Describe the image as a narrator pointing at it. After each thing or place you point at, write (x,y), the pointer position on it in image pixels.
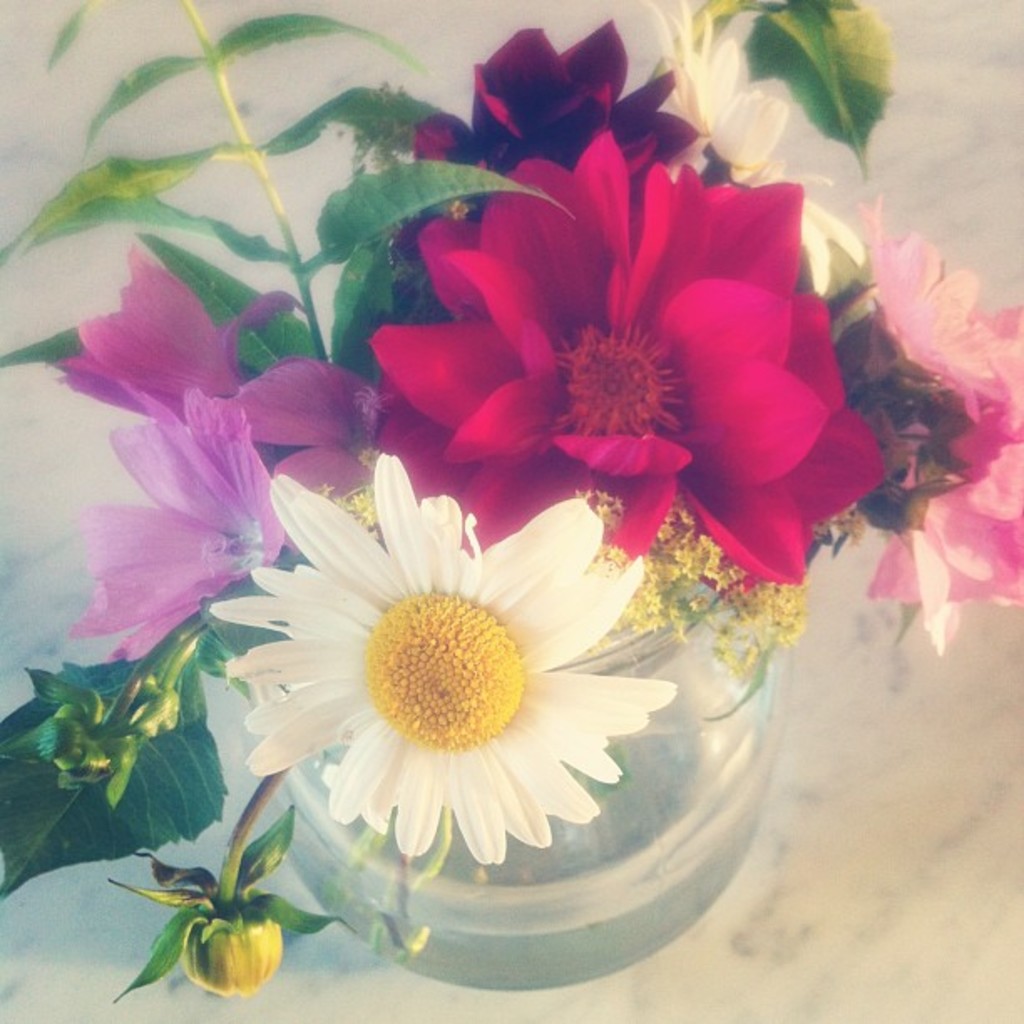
In the center of the image (585,417) a flower pot (659,517) is there. In the background of the image (782,811) floor (966,818) is present.
